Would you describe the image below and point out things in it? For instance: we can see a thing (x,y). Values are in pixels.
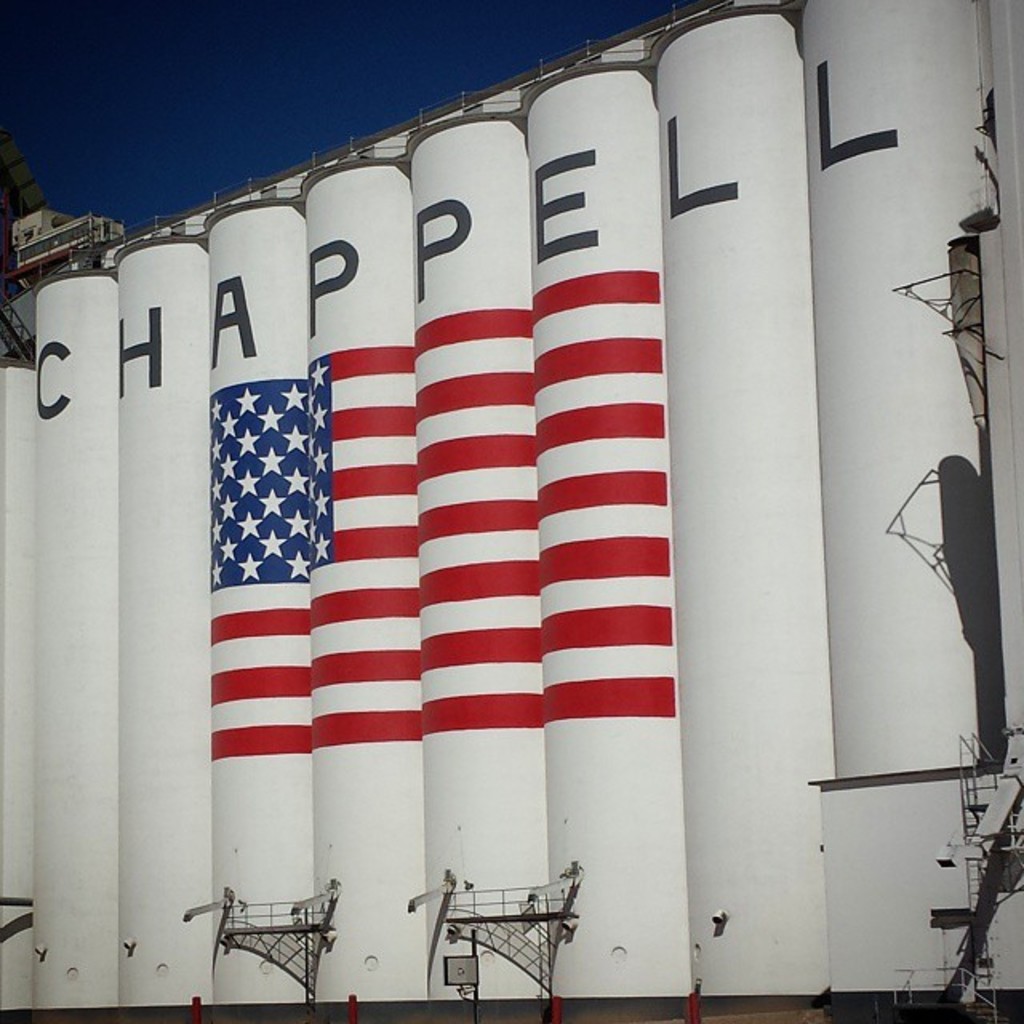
In this picture we can see silos (541,513) are there. At the top of the image (278,85) sky (253,78) is there.
